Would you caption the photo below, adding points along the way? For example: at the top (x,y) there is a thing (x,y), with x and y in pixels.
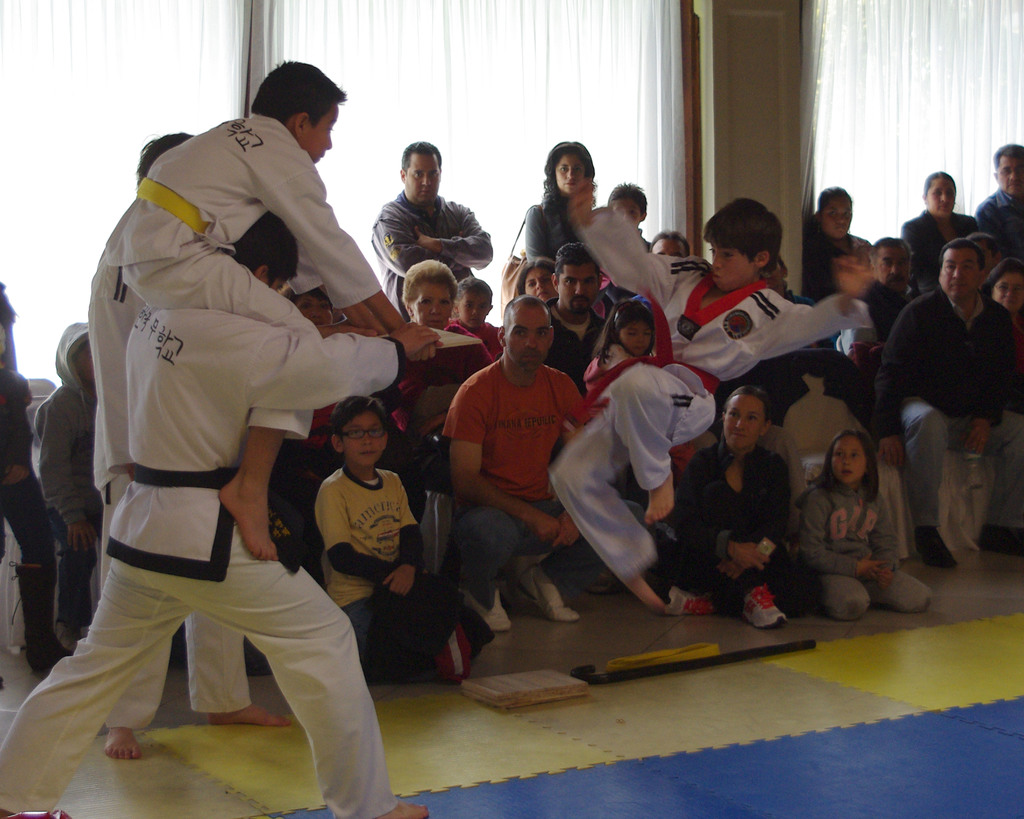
In this image there is a person (256,461) sitting on other person (201,369). A boy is jumping in air. Few persons (1012,408) are sitting on the chairs (893,462). Few persons (839,514) are on the floor (689,682) having few wooden planks (572,686) on it. Few persons (130,695) are standing on the floor (563,627). Background (902,109) there are windows (886,103) covered with curtain (942,56).
